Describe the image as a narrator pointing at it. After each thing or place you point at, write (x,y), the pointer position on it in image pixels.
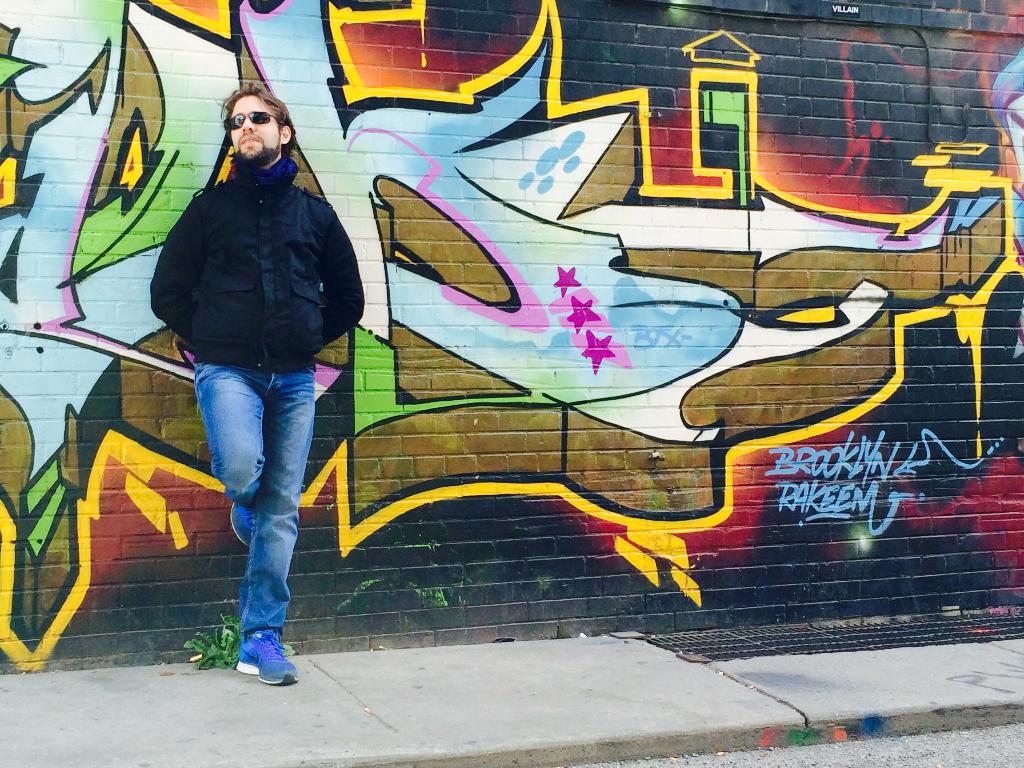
In this picture there is a man (338,257) with black jacket (298,344) is standing. At the back (483,272) there is a painting (588,272) and there is text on the wall (497,431). At the bottom (531,679) there is a footpath (531,679) and there is a plant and there is a road (968,761).
